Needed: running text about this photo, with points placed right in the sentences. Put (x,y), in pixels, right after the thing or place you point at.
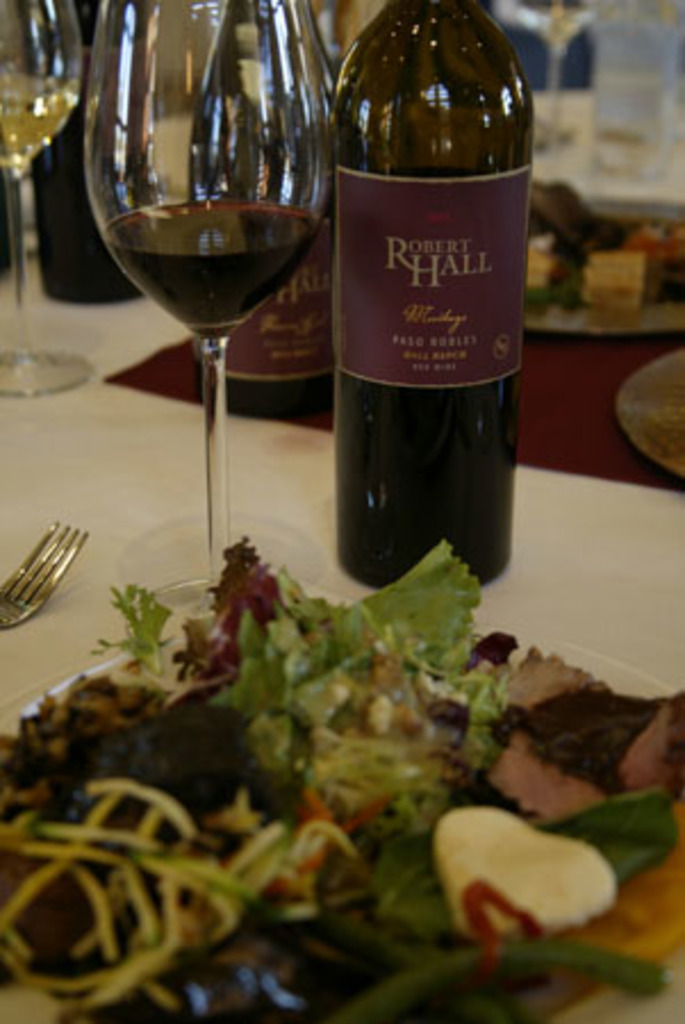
There is a glass (286,261), bottle (371,310) and a plate (378,810) full of eatables (387,677), fork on the table (88,393). The bottle (382,506) is in brown color.
